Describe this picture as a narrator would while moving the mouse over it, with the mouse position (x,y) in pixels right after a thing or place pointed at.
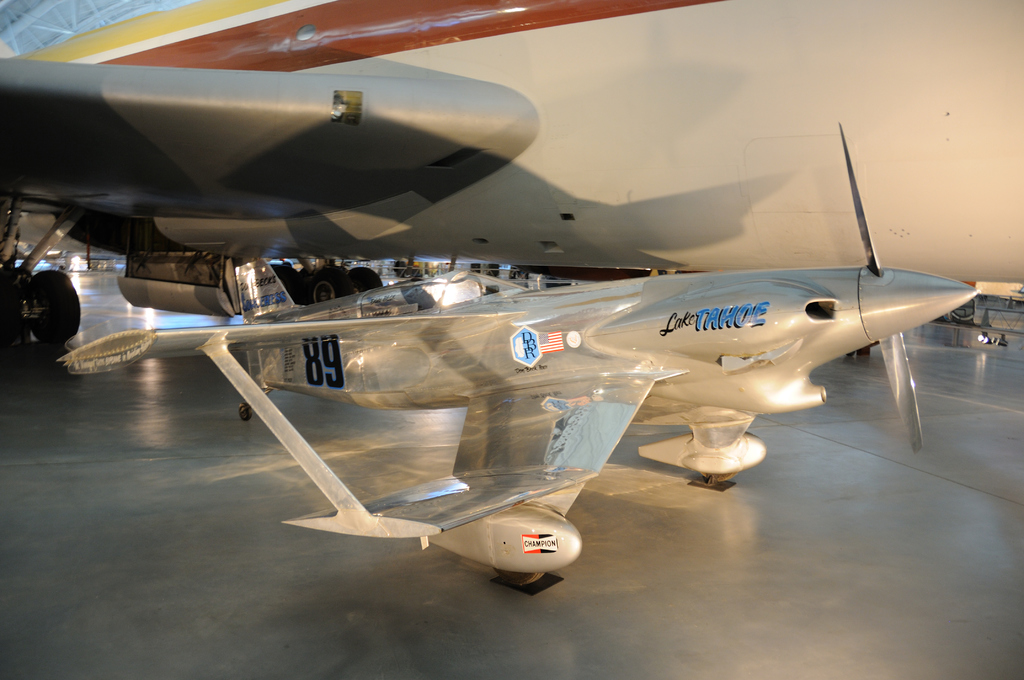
In this image, I can see an airplane (453,347) and an aircraft (431,374) on the floor (687,617).
